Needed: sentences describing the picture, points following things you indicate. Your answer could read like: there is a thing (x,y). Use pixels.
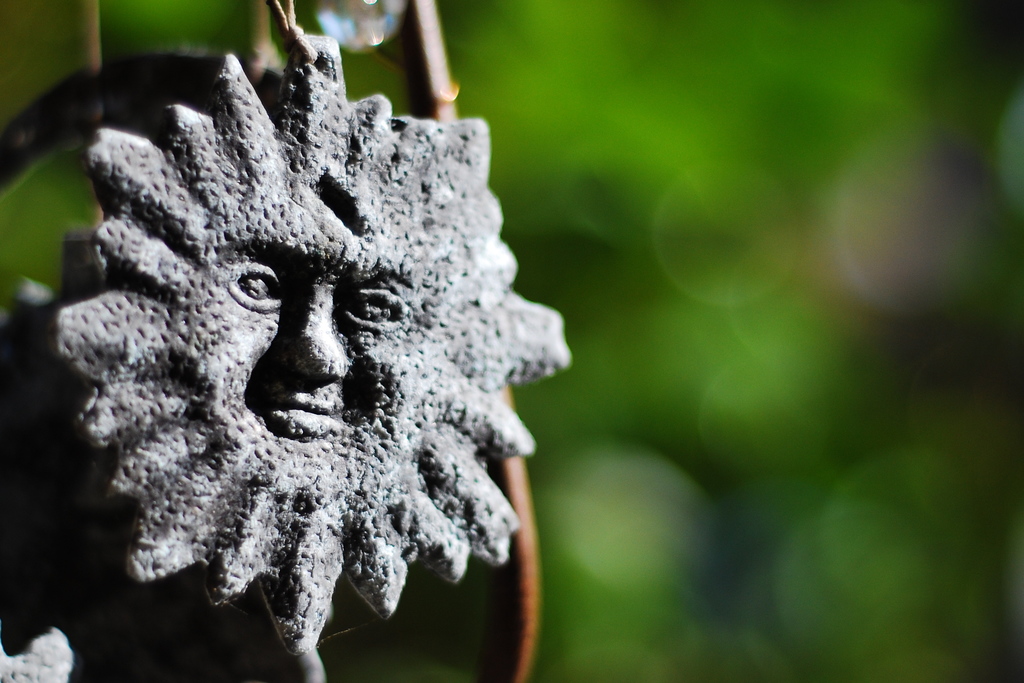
In this image I can see a locket (334,356) which is made of stone (295,270) is in the shape of humans face (348,261). I can see the blurry background (686,185) which is green in color.
